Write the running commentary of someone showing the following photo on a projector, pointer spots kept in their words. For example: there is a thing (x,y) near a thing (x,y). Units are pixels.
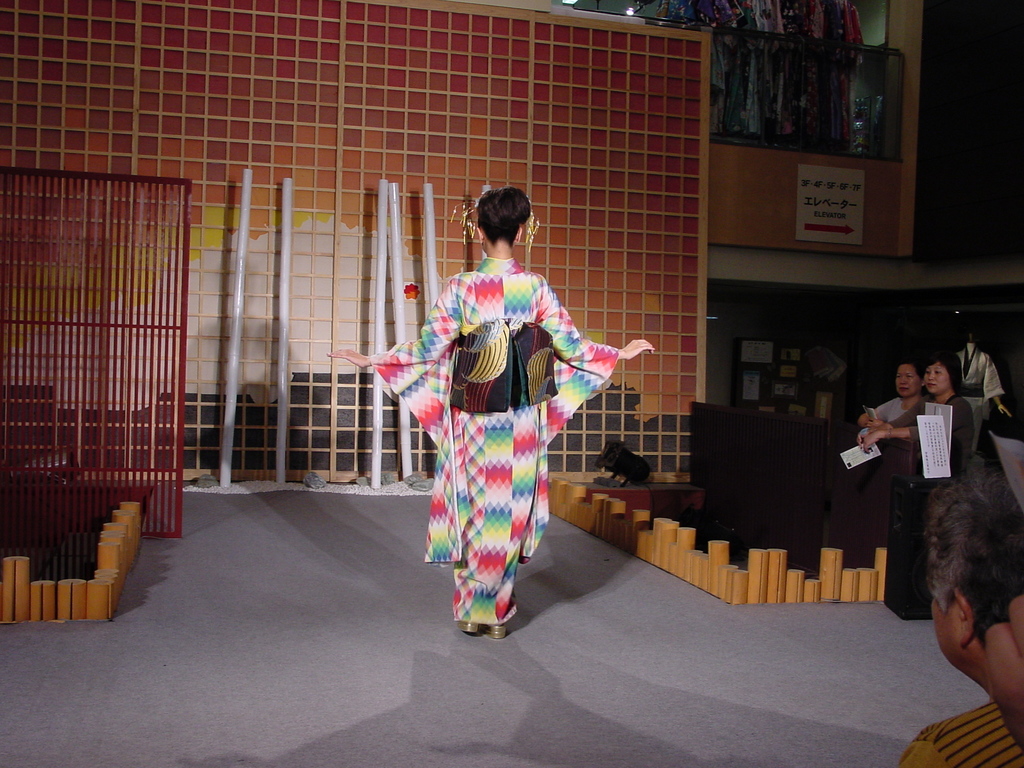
In this image, I can see a person (437,412) standing on the floor (595,557). On the right side of the image (918,404), there are two people (938,388) sitting, mannequin (969,381) with clothes (978,370), papers (755,385) attached to a board (801,395) and there is a head (956,611) of a person (962,667). On the left side of the image (108,507), I can see the iron grilles (113,450). There are poles (394,243) and the wall (421,114). At the top of the image (744,44), I can see the clothes (717,14) and a poster (811,189) attached to the wall (755,200).
